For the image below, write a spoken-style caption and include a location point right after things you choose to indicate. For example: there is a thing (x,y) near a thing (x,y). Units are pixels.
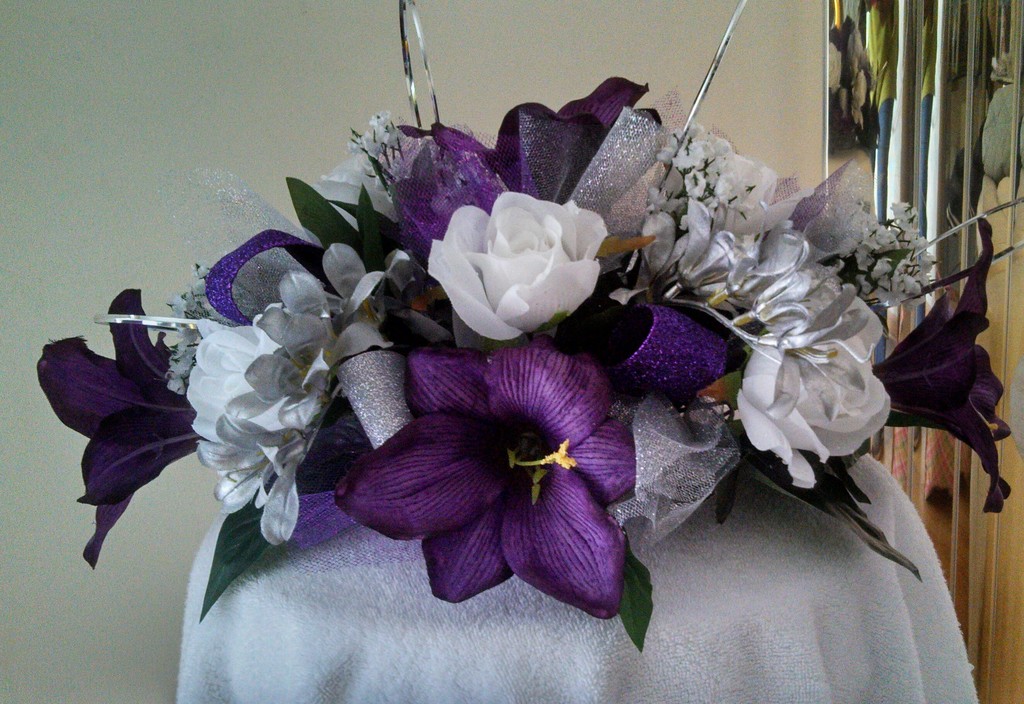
In this image there is a bouquet (535,458) on the table (686,601). In the background of the image (420,100) there is a wall (313,45). On the right side of the image (944,165) there is a curtain (980,654).
